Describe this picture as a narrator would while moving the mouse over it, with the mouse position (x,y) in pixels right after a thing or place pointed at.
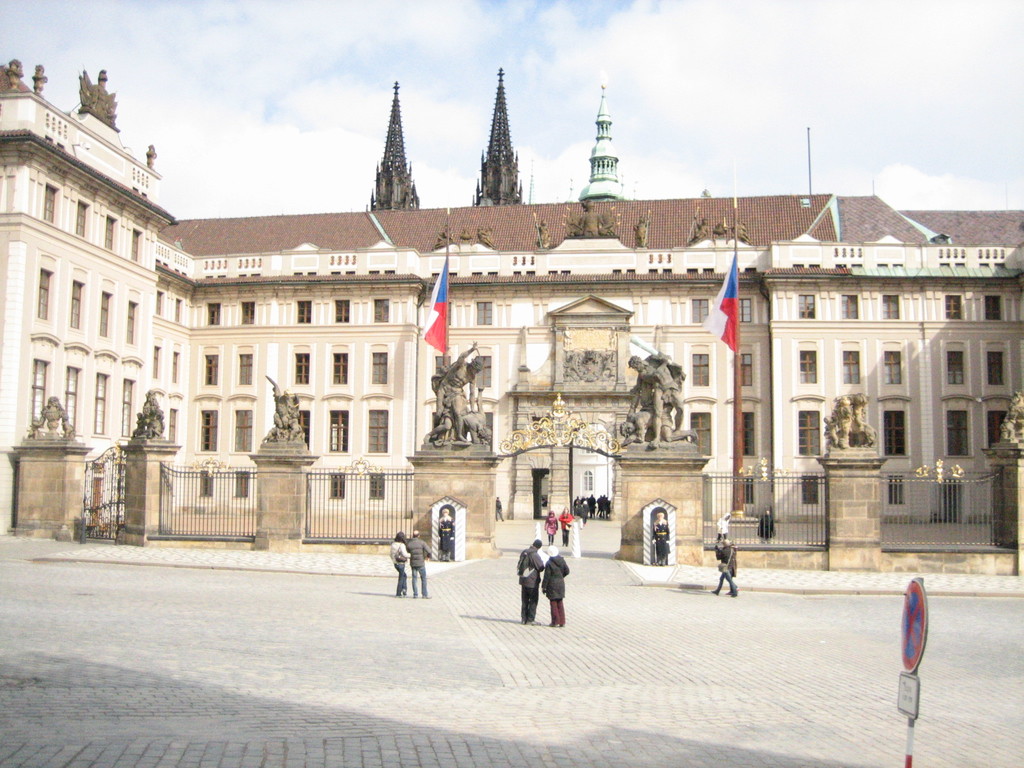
In this picture I can see building (348,356), in front of the building (324,329) we can see some people (524,564) are walking and there is one sign board (914,673).
